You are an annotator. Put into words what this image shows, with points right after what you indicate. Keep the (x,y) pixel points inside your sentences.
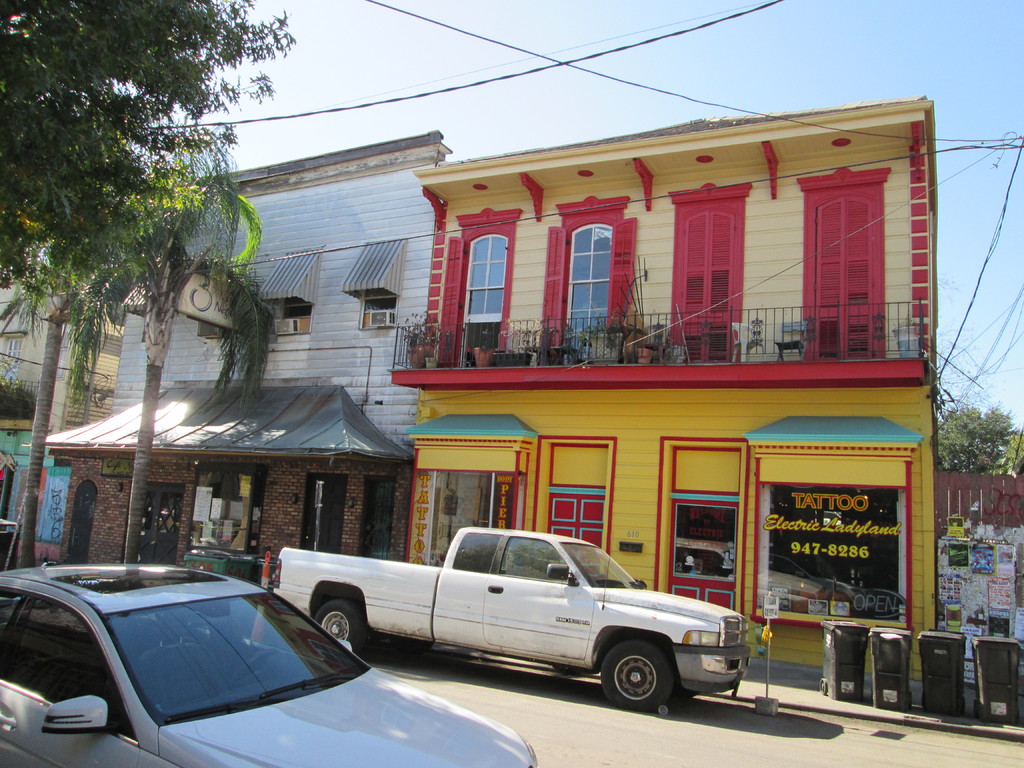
This image is clicked on the road (574,754). There are vehicles (328,636) parked on the road (588,736). Beside the road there is a walkway (800,686). There are dustbins (253,567) on the walkway (776,672). In the background (384,369) there are houses (646,449). There are posters (214,501) and text (812,524) on the houses (844,527). There are trees (121,219) in the image. At the top (608,72) there is the sky (532,67). There are cable wires (1017,156) in the air.
